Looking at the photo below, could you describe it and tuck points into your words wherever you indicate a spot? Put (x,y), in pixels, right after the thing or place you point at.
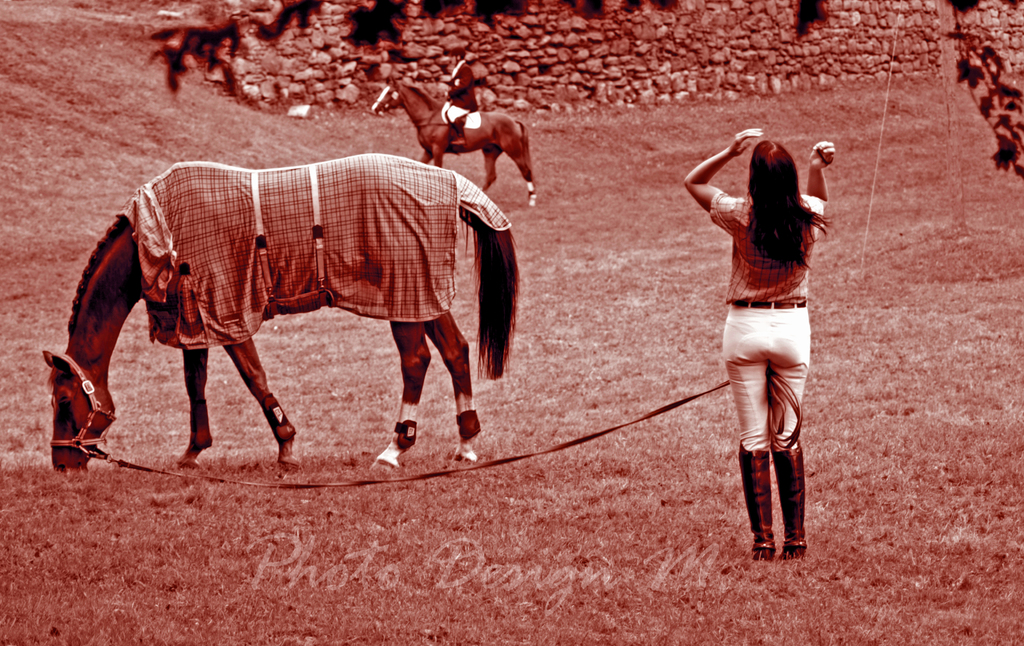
This is an edited image and here we can see a horse (289,263) and a lady (731,366) and in the background (453,118), there are leaves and we can see a person (456,106) sitting on the horse (499,122) and there are stones (647,44) and at the bottom (287,545), there is some text (482,582) written.
